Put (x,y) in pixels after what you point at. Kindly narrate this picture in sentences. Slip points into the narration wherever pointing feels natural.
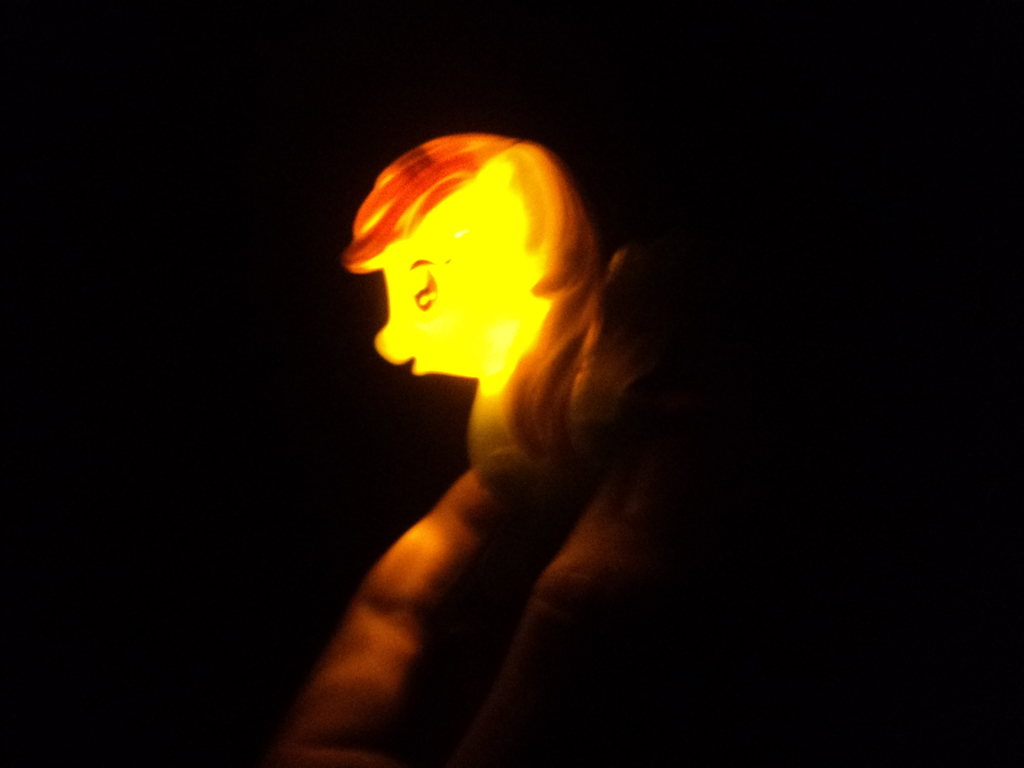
In this image there is one person (370,682) who is holding some toy (490,320), from that toy (459,237) some light (462,251) is coming.
